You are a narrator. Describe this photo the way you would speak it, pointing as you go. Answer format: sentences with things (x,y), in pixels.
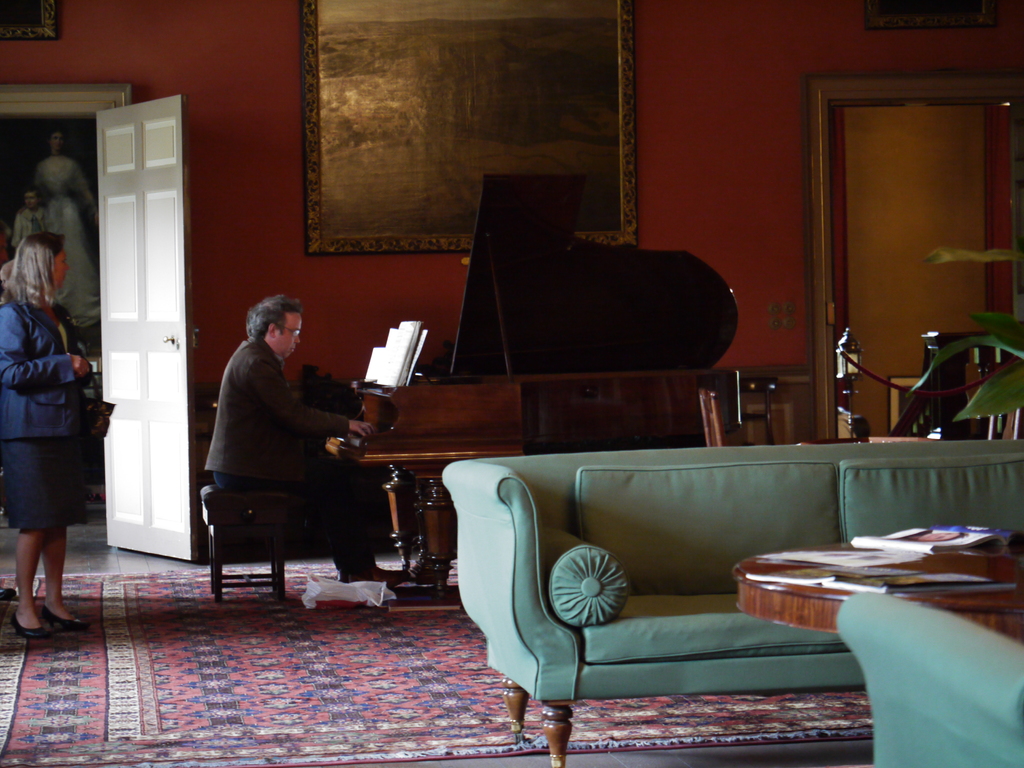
A picture (432,85) is on red wall (253,92). This man (274,360) is sitting in-front of this piano keyboard (444,430). On this piano keyboard (388,420) there are books (385,363). A floor (141,560) with carpet (158,629). Front there is a couch (738,513). In-front of this couch (663,578) there is a table (795,591), on this table (926,552) there are books (880,547) and papers (838,562). A woman (60,484) is standing and wore a blue suit (34,380).
